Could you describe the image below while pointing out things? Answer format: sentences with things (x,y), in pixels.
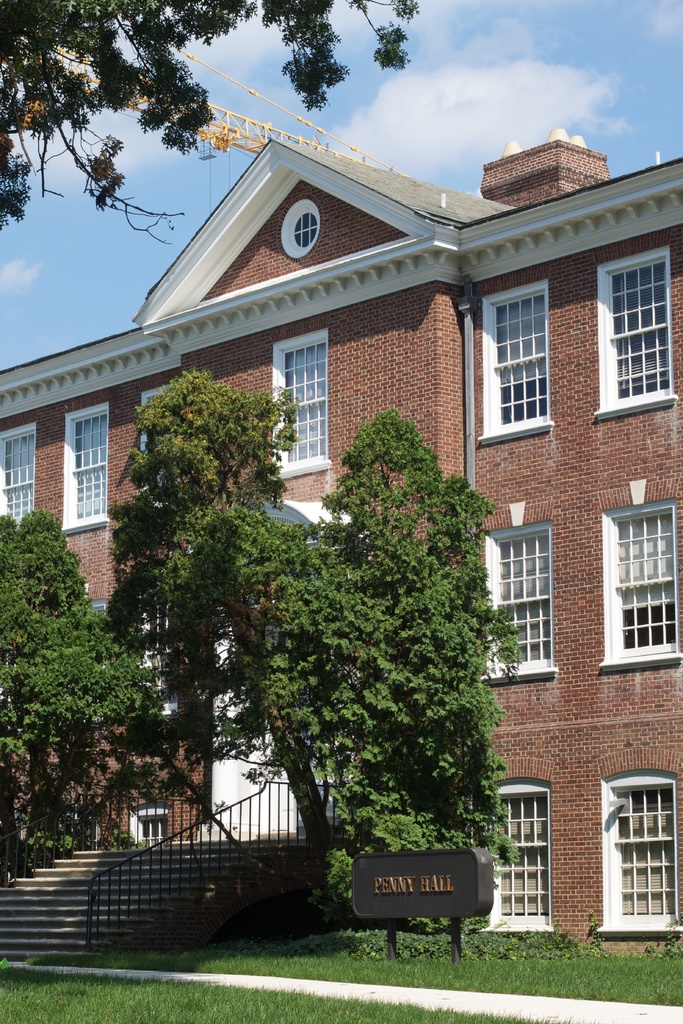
In this image I can see a building (97,513), in-front of that there are so many trees (45,529), grass (13,1018) and board (461,914).
